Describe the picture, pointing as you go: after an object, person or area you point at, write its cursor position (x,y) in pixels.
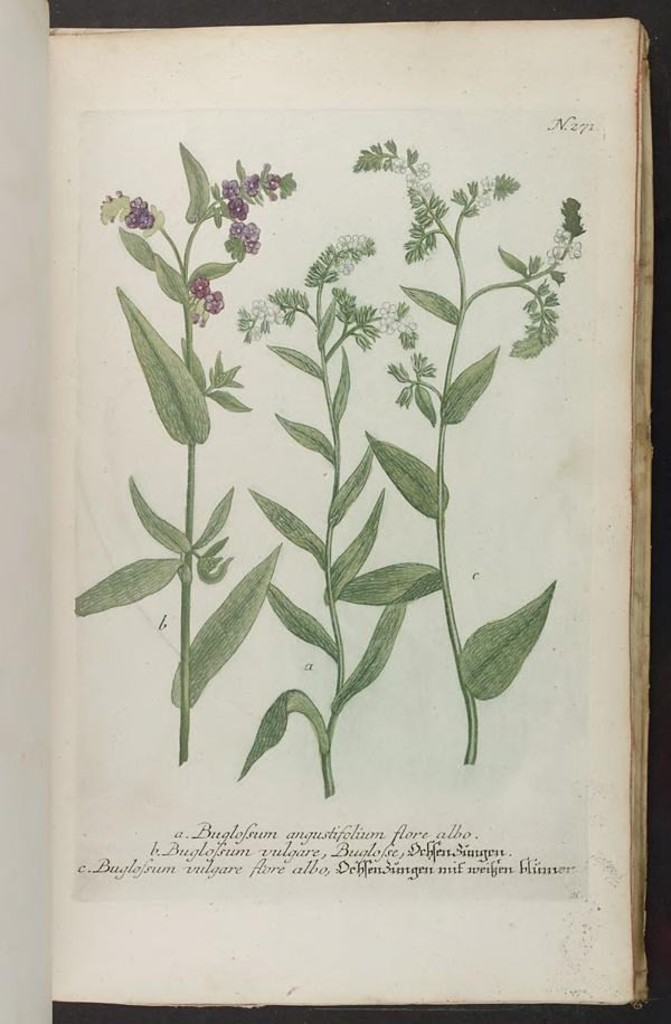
In this image in the foreground (569,470) there is one book (122,558), and in the book (374,617) there are some plants (290,696) and at the bottom of the book (337,874) there is some text (334,861).
